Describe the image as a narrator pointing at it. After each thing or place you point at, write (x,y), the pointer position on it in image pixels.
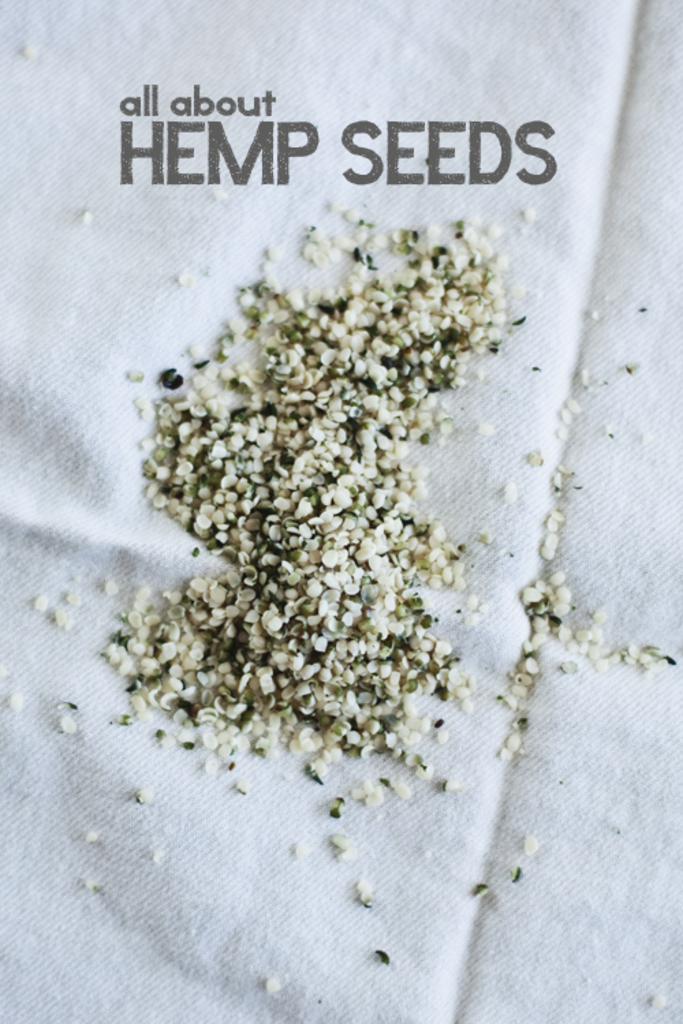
In this image there is a cloth (416,809) which is white in color with a text (171,150) on it and in the middle of the image (322,482) there are a few seeds (295,693) on the cloth (349,924).
